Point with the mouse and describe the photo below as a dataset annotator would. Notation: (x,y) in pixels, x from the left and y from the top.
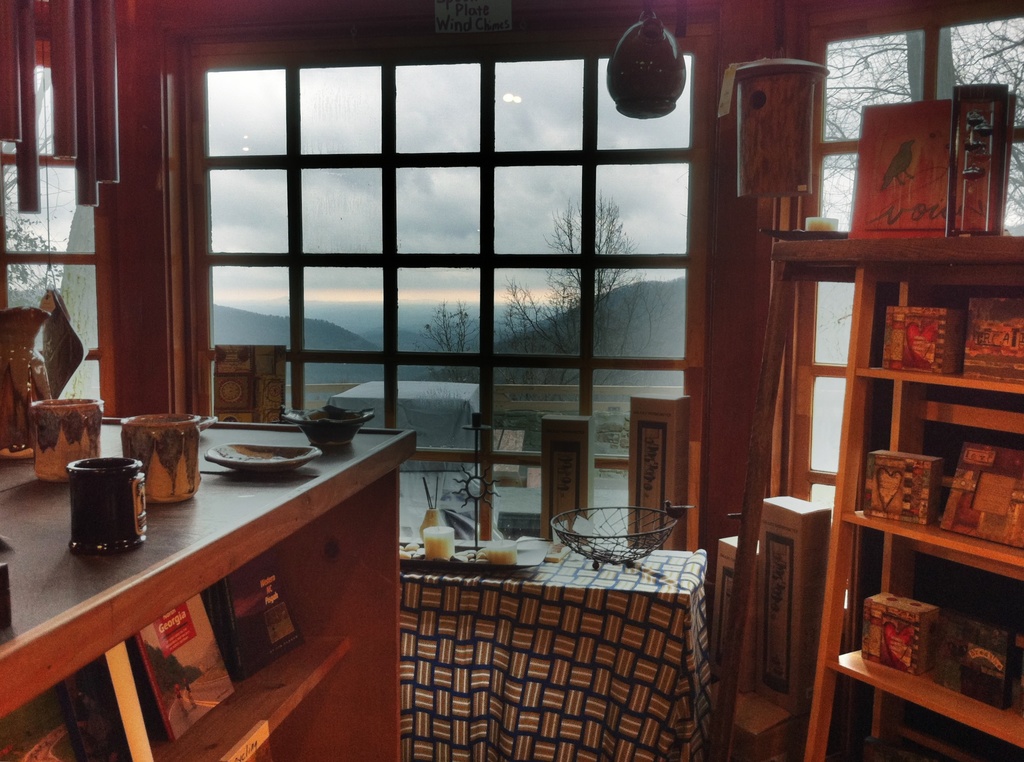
This picture we can see inside view of the room (595,649) in which we have on the right side (943,647) a wooden table (971,439) with some box (928,491) and frames (975,469), in front we have big glass window (590,251) from there a good view of mountain (405,321) and trees (539,301), on the left we can see a wooden table (128,581) with some candle holder (195,484) and tray (473,569).
